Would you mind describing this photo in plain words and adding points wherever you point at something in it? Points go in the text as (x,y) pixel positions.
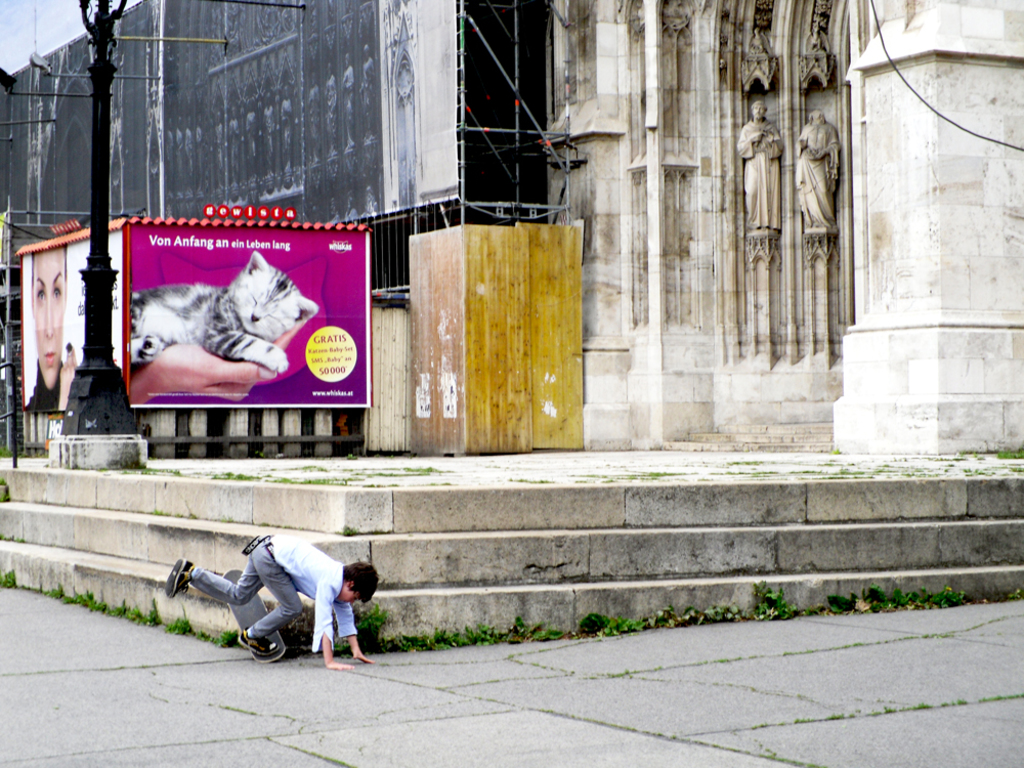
There is a person (282,593) and one leg (258,643) is on skate board (243,616) and we can see hoardings (251,329), pole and statues (824,196) on wall (667,111).
